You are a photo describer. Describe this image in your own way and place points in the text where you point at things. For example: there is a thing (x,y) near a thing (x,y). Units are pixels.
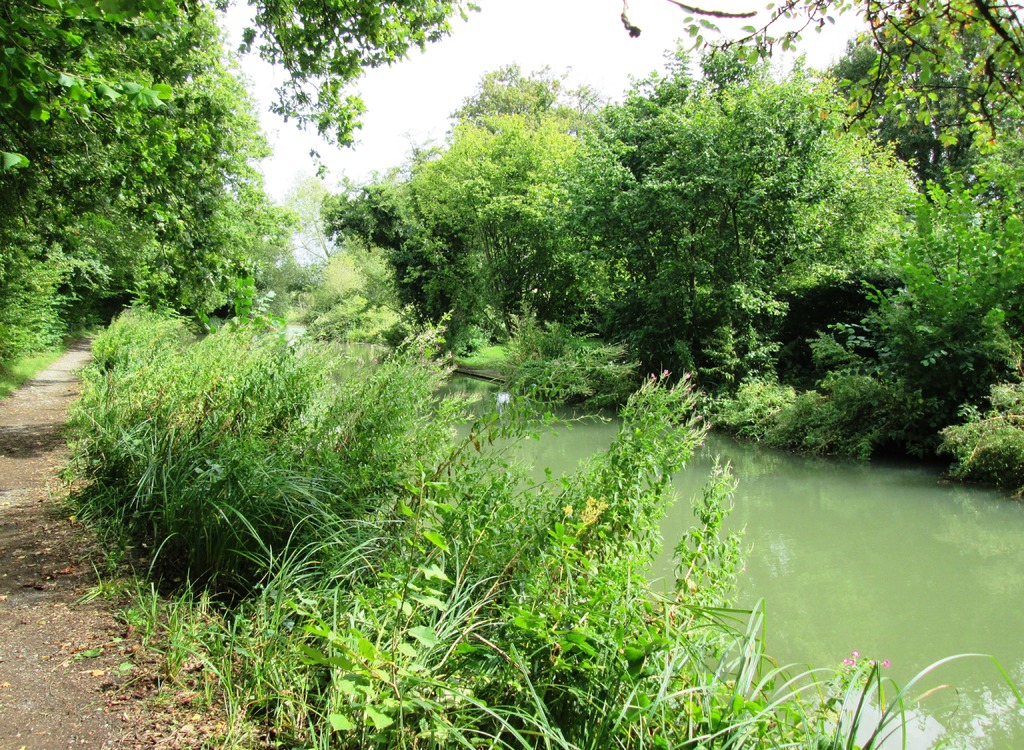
This is water (841,544) and there are plants (281,363). In the background (316,219) we can see trees (719,102) and sky (543,37).
